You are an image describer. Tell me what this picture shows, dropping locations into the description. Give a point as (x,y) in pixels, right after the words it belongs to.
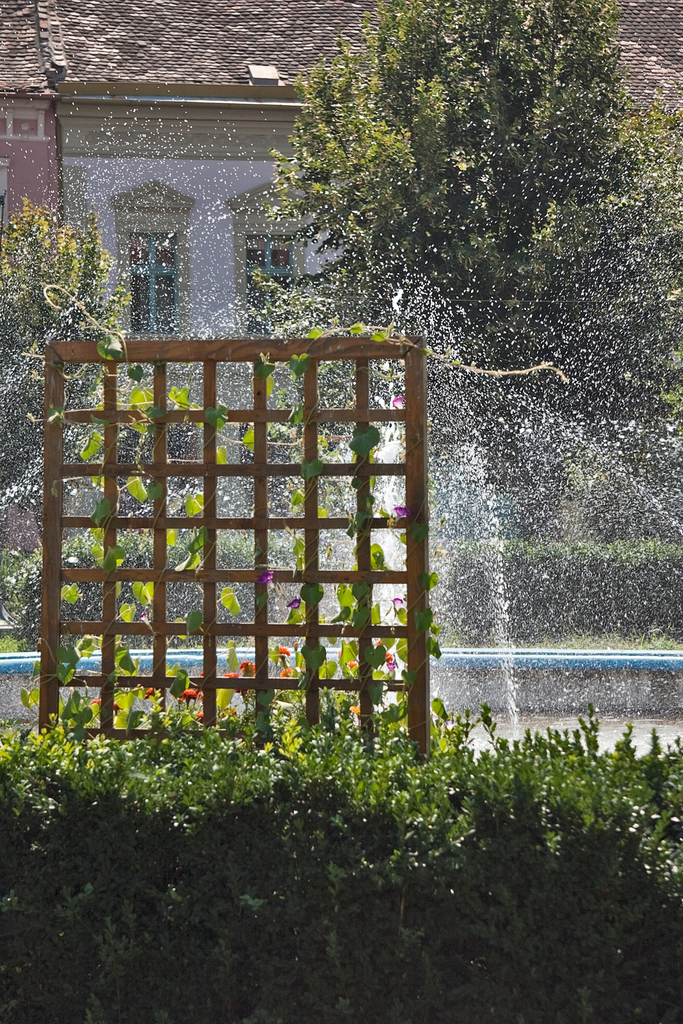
In this picture we can see some plants (228,768) in the front side (145,820). Behind there is a wooden partition board (314,712) and water sprinkler (430,388). In the background (431,162) we can see some trees (425,156) and house (231,172) with roof tiles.
